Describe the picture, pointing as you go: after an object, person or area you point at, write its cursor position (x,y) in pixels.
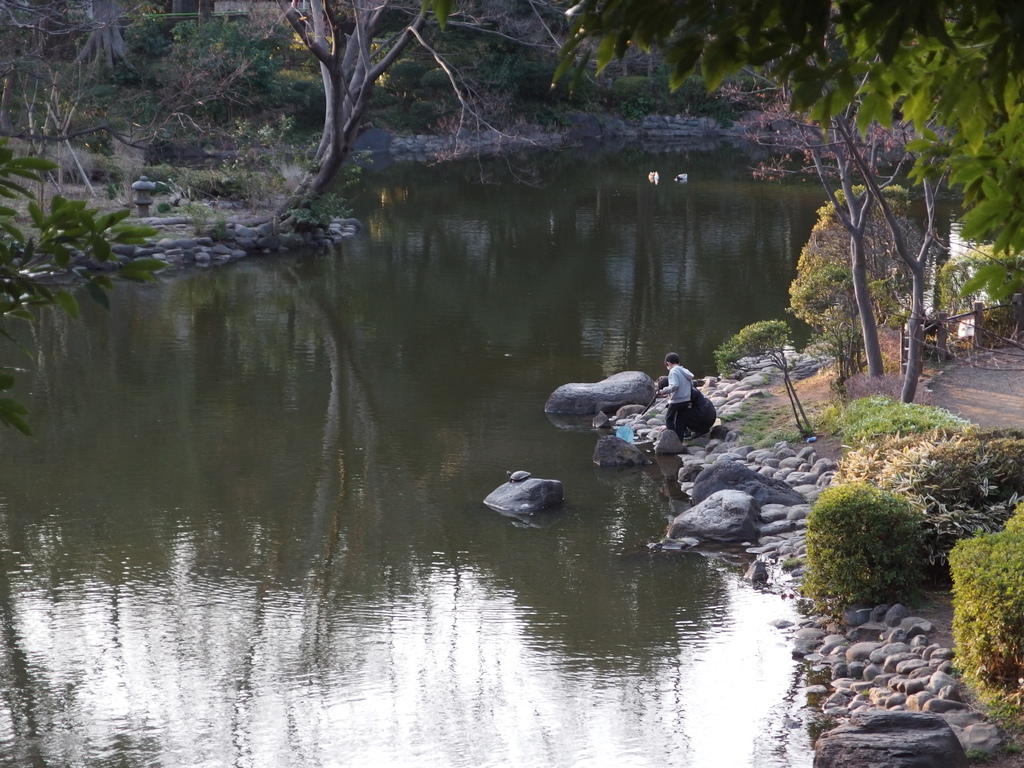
In this image we can see water (312,335), trees (924,302), plants (881,560) and rocks (793,575). On the right side of the water (676,459), there is a man (670,385) standing on the rock (674,445).
